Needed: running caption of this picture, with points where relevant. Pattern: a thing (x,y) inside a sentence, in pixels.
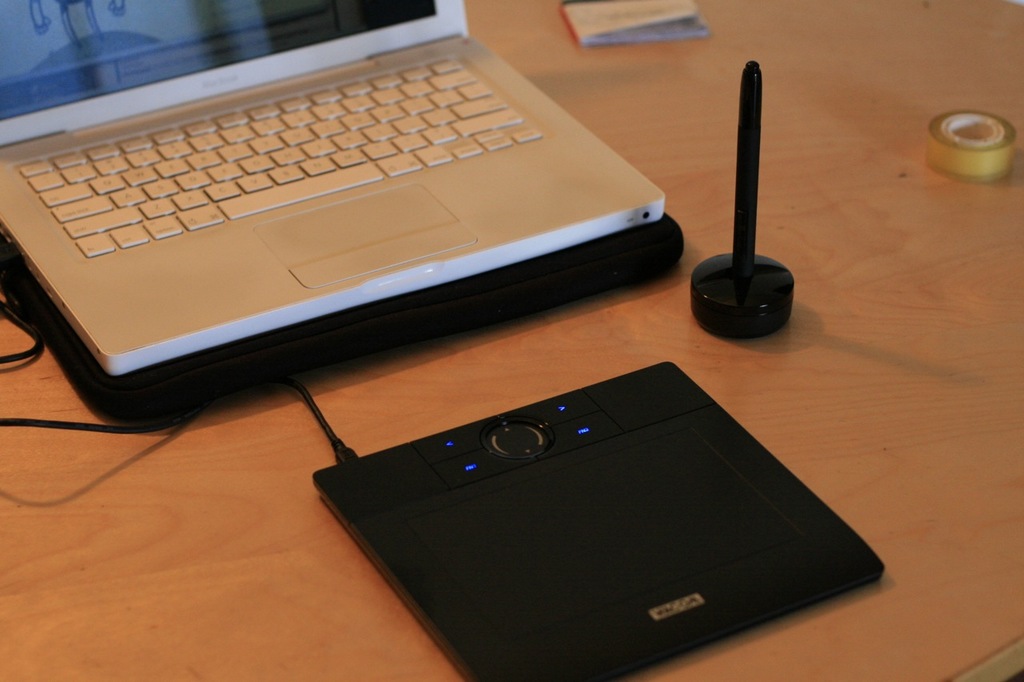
On this table (242,454) there is a laptop (303,144), tape (967,150), book (641,25) and device (652,560).
